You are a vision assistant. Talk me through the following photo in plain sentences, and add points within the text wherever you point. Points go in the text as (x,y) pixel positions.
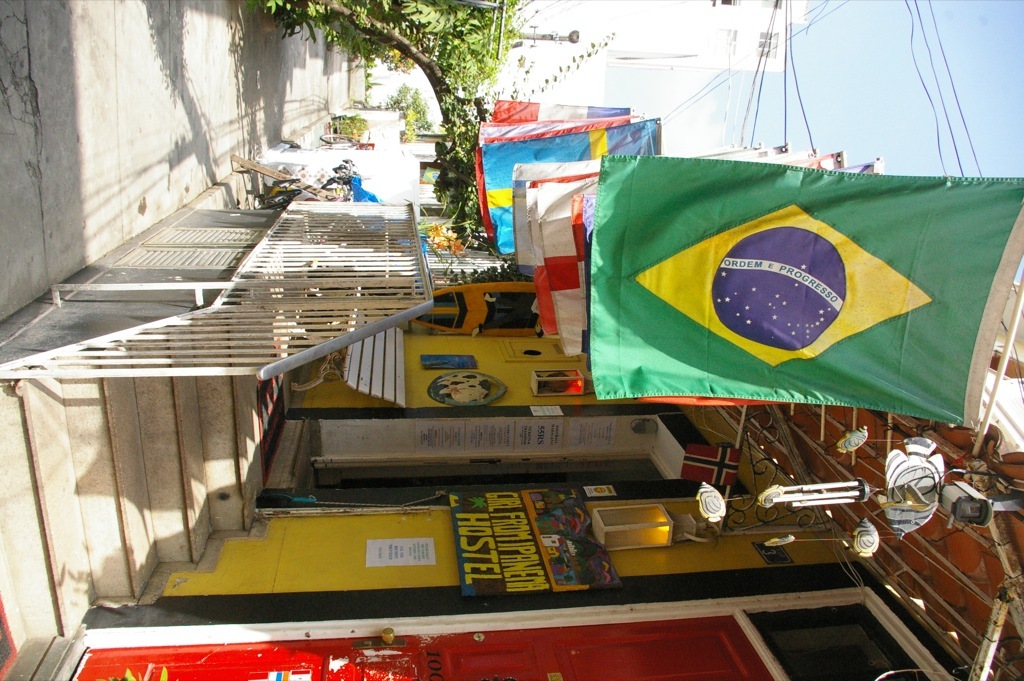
In this image I can see the road (111,156). To the side of the road (123,234) I can see the railing (243,301), stairs (244,459), trees (329,25) and the buildings (430,412) with boards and colorful flags (656,209). In the background (763,105) I can see the sky (833,89).
